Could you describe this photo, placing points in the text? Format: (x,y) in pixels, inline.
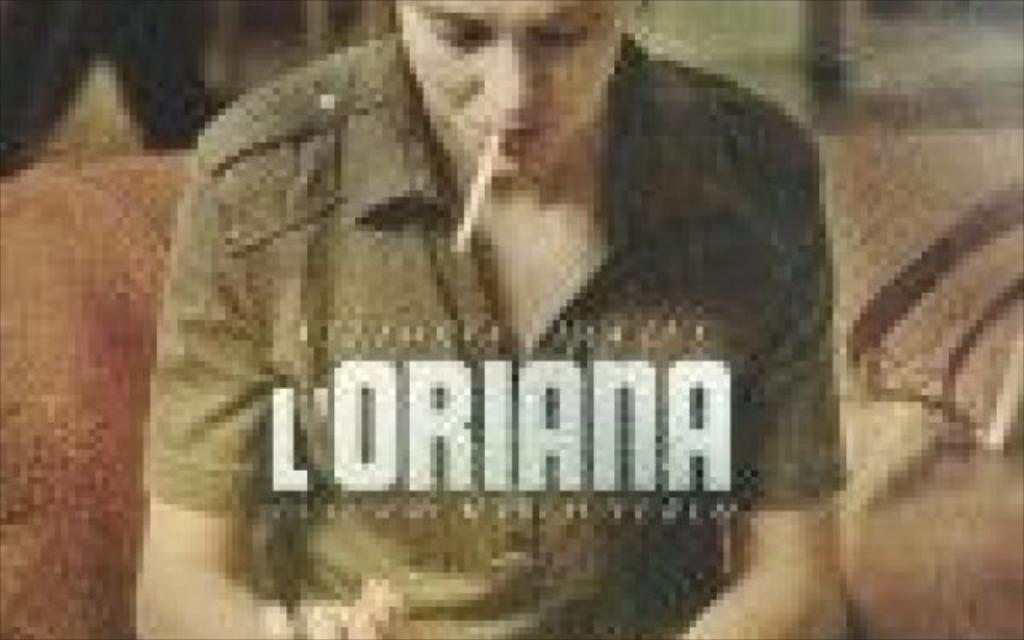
This is a blurred image. In this image we can see a person (500,195) with a cigarette (477,191) in the mouth (506,157). He is sitting on the sofa (106,241). And something is written on the image.
